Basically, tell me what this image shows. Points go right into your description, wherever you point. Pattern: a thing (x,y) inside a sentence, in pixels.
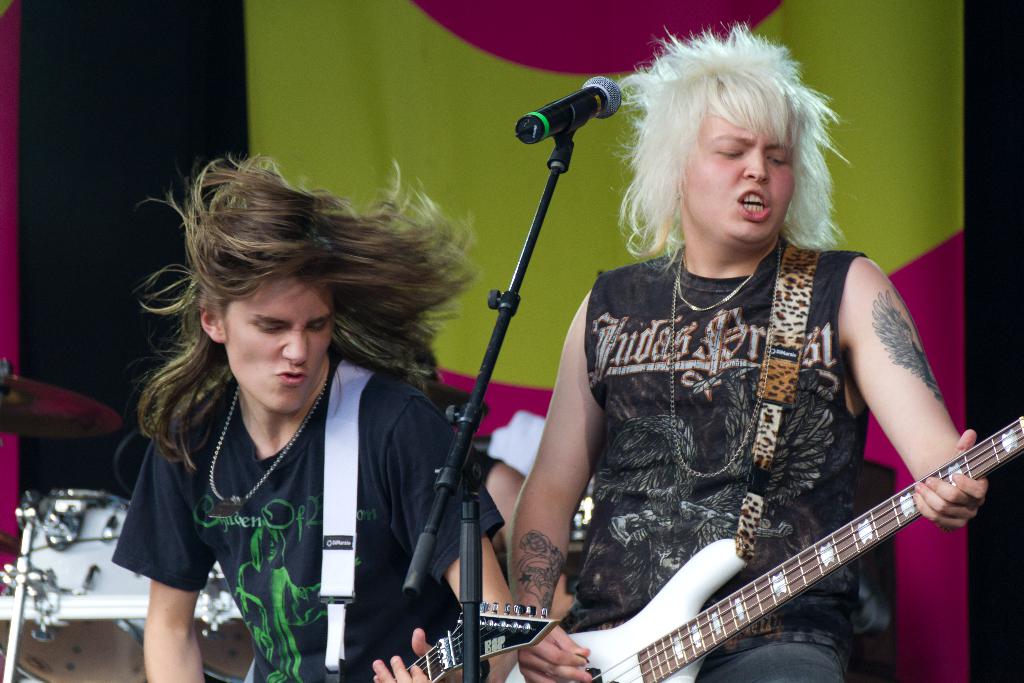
In this image we can see three people (351,645) playing musical instruments (590,641) on the stage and there is a mic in front of them. In the background (573,188), we can see an object (488,429) which looks like a banner (600,28).
